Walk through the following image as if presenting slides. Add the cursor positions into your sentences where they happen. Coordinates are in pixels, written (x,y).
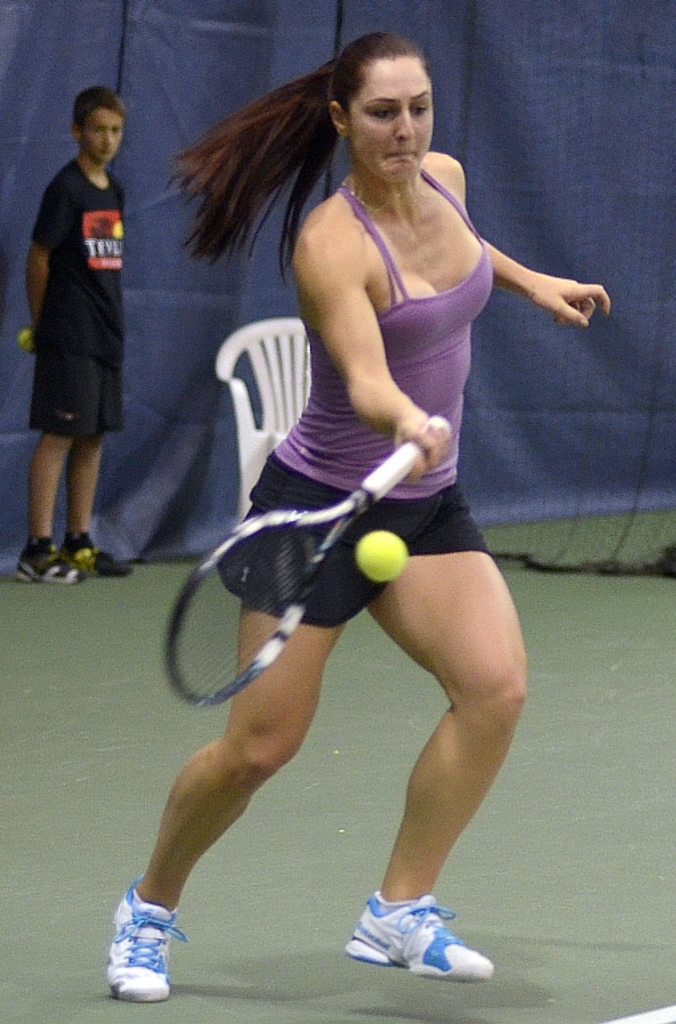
In the middle of the image (330,420) a woman (384,178) is playing tennis. Behind her there is a chair (255,367). Top left side of the image (33,295) a boy (120,128) is standing and holding a ball (23,337) in his hands (36,320). Behind him there is a banner (317,1).
